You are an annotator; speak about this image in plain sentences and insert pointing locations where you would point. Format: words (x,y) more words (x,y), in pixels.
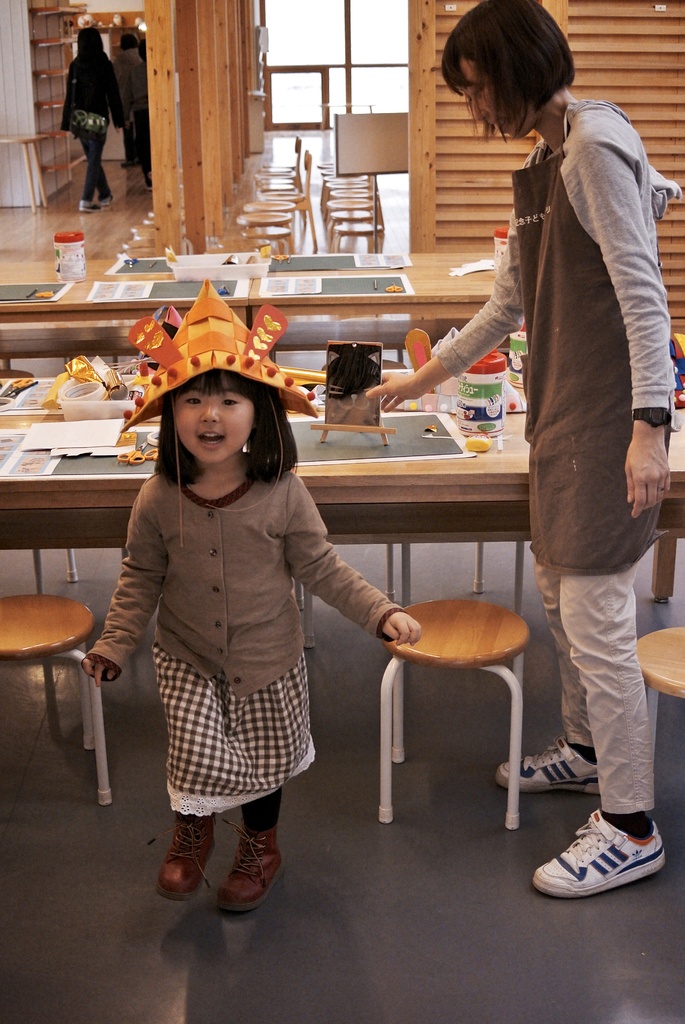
In this image, women (628,548) and girl (273,571) is standing near table (381,503), so many items (352,426) are placed on the table (372,513). Girl (228,412) is wearing a cap (223,364) on his head (247,391). We can see some stools (676,671). The back side few peoples (91,151) are walking near the table (36,166).
